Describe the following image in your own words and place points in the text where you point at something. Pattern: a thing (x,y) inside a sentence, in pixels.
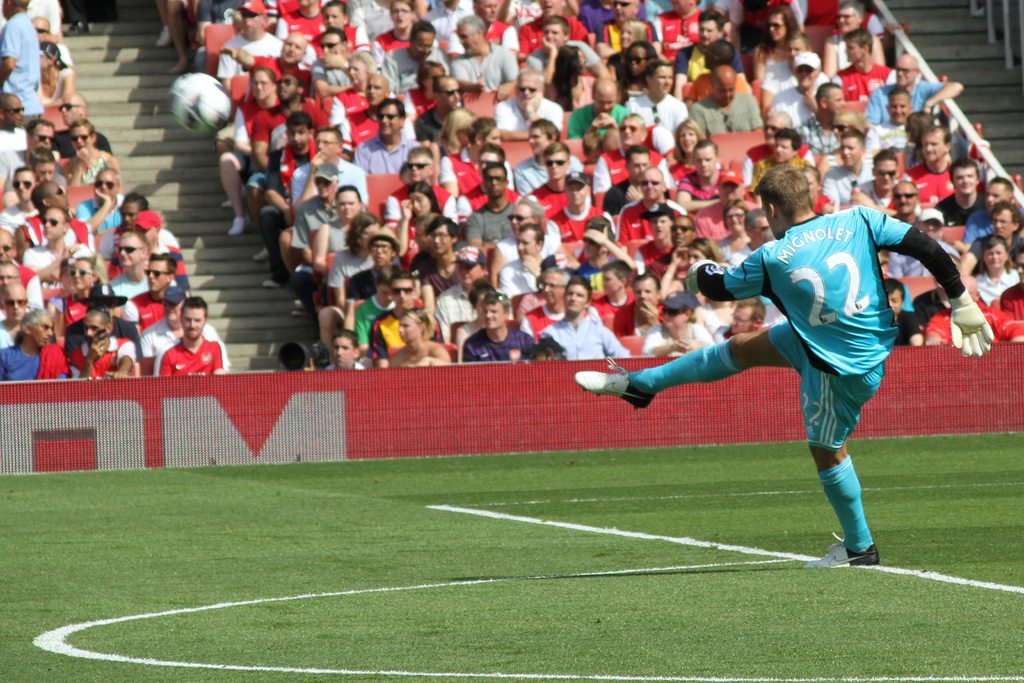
In this image I see a man (729,282) who is wearing blue color jersey (794,289) and I see that he is wearing gloves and socks (692,380) and shoes (595,387) and I see the green grass (605,520) on which there are white lines (786,558) and I see a ball (175,94) over here and in the background (48,389) I see the board (593,396) which is of red in color and I see number of people (460,145) who are sitting on chairs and I see the steps (177,197) over here and I see a camera (325,352) over here.
